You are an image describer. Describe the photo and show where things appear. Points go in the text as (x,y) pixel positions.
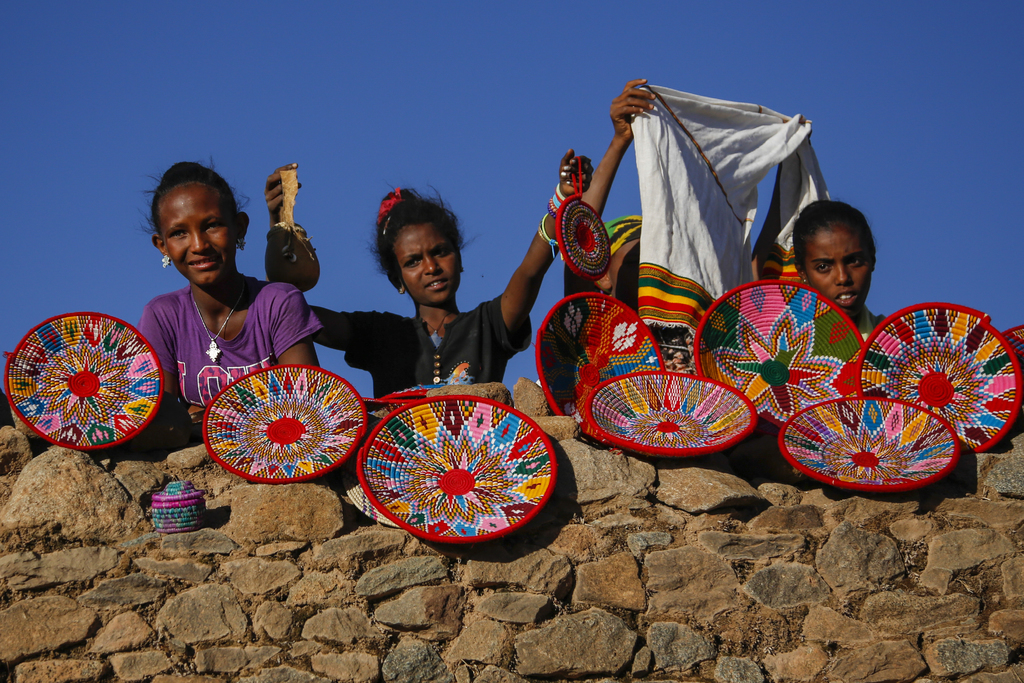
Here we can see four persons (678,349), cloth (722,290), and objects (537,476). There is a rock wall (626,545). In the background (494,209) we can see sky (769,74).
